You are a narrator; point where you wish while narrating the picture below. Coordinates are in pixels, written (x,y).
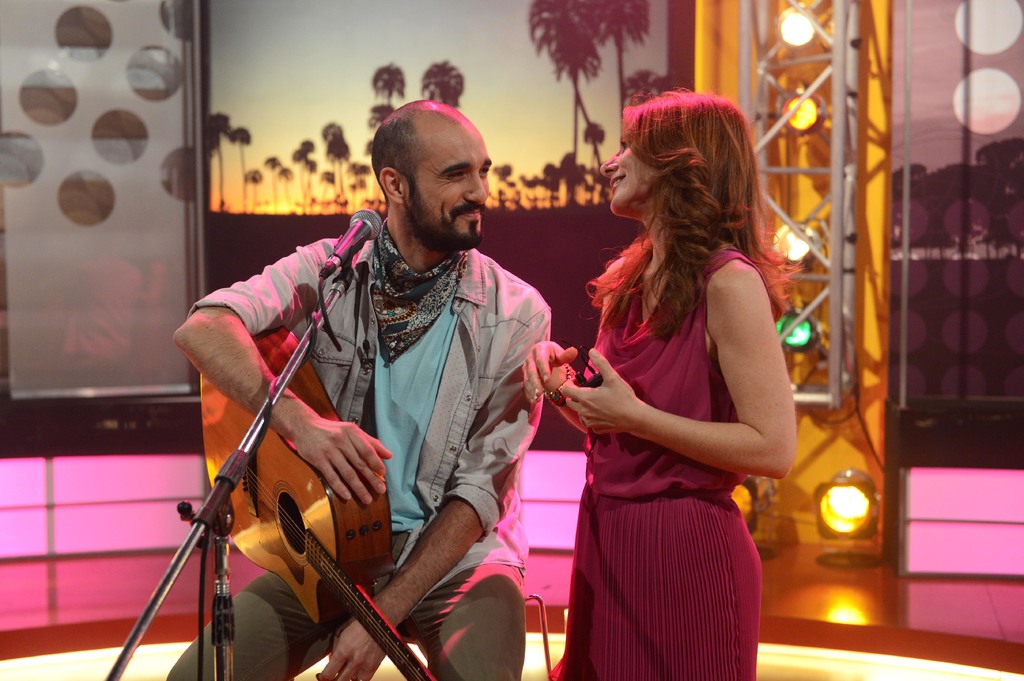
There is a man (462,345) and a woman (644,433) in this pictures smiling looking at each other. The man (434,402) is sitting on the stool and the woman (682,427) is standing. The man (339,649) is holding guitar (326,545) in his hand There is a mic (339,254) and stand (202,532). In the background (271,100) there are some lights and photograph (350,75).
